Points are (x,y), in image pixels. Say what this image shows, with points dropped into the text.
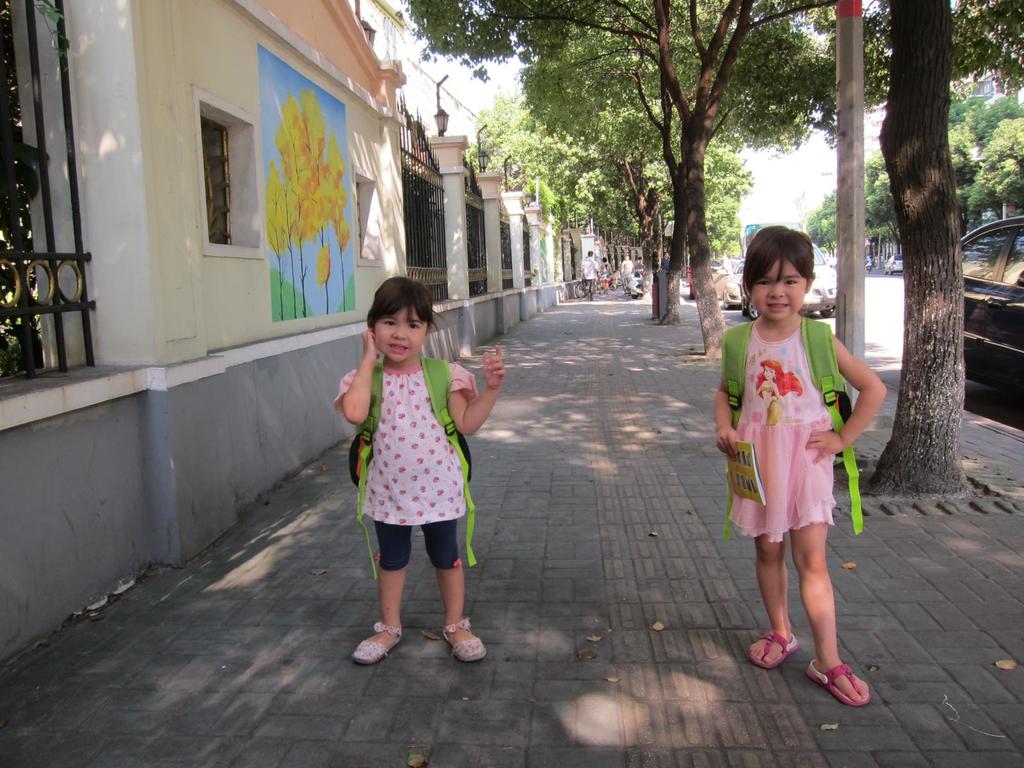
In this image I can see two girls (419,419) wearing pink colored dress (419,495) and bags (731,380) are standing and I can see the girl (815,431) on the right side (784,408) is holding a book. In the background (147,259) I can see few persons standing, the wall (167,251), a painting (316,170) on the wall (160,239), the black colored railing (26,282), few trees (654,190), the road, few vehicles (739,271) on the road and in the background (748,219) I can see the sky (801,204).
